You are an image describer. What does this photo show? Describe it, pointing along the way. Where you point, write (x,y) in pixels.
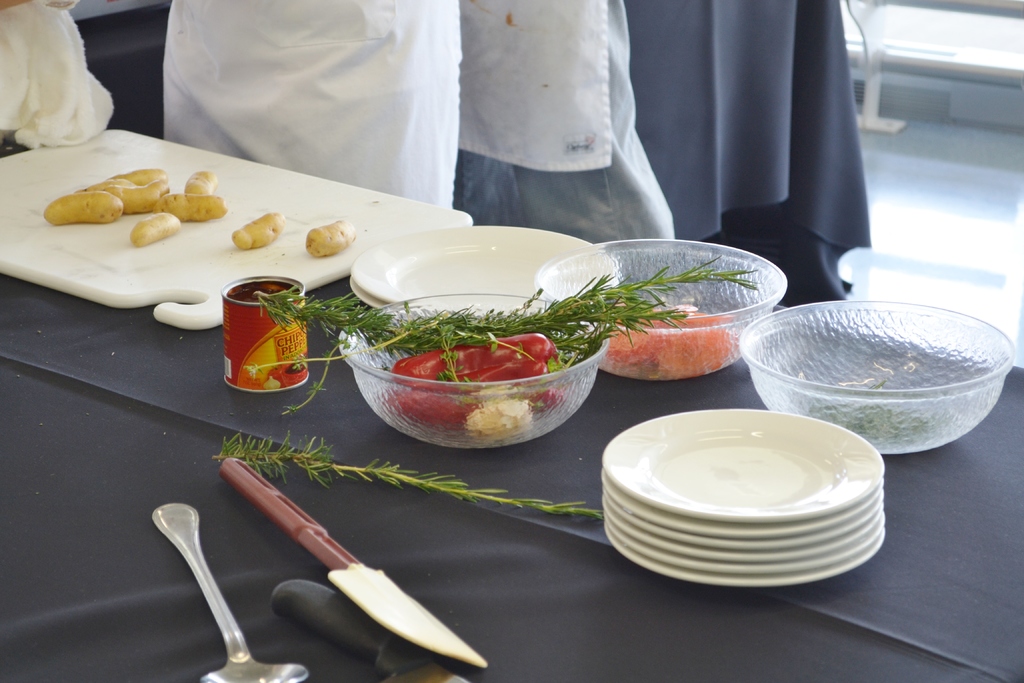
In this image we can see some vegetables (466,335) in the bowls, there are few other vegetables (138,231) on the board (233,182), there are plates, knife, spoon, which are on the table (628,569), also we can see bodies (547,129) of people (417,108).
